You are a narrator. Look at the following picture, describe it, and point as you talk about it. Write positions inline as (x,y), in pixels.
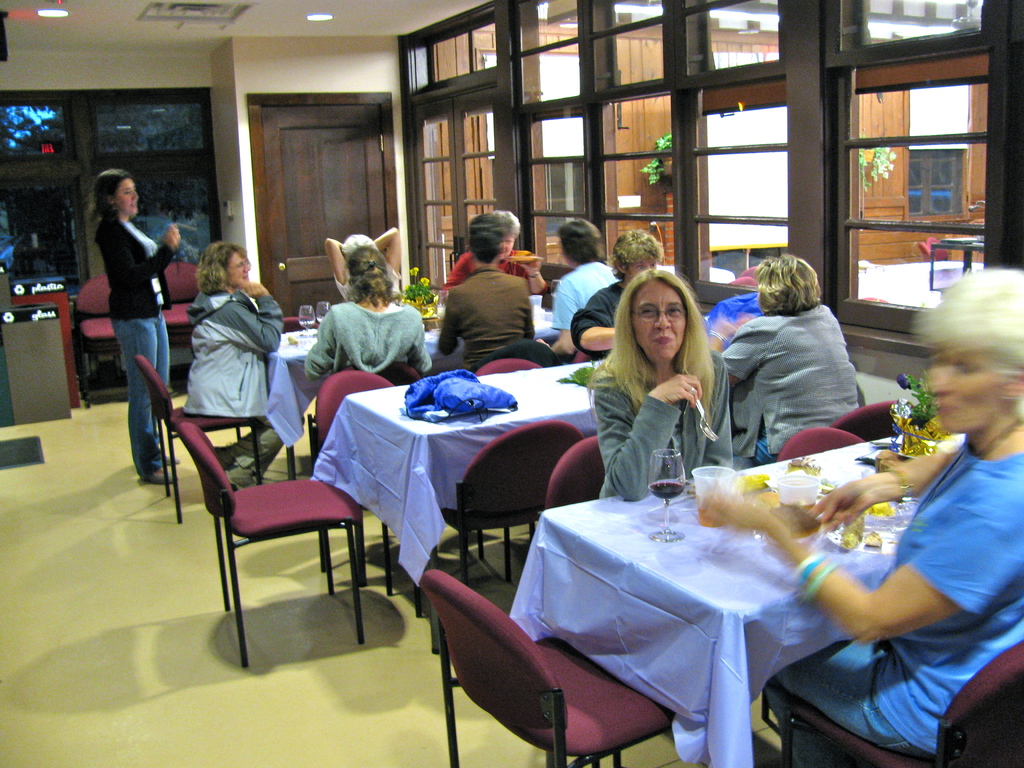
The picture is taken in a closed room (302,542) where there are number of people (481,335) sitting on the chairs (467,537) in front of the tables (639,567). On the table (708,556) there are glasses (665,524), foods (853,540) and plates (863,526) and some plants (919,413) and on the left corner of the picture (114,218) one woman (104,228) is standing wearing the black jacket (141,293) and blue jeans (149,322), behind her there are chairs (91,303) and big glass windows (163,146) and wooden door (306,155) and behind the people (793,343) there are big windows (759,124) and outside of the windows (859,192) there is a room (865,193) with open space (923,267) and some plants (881,171) in it.
